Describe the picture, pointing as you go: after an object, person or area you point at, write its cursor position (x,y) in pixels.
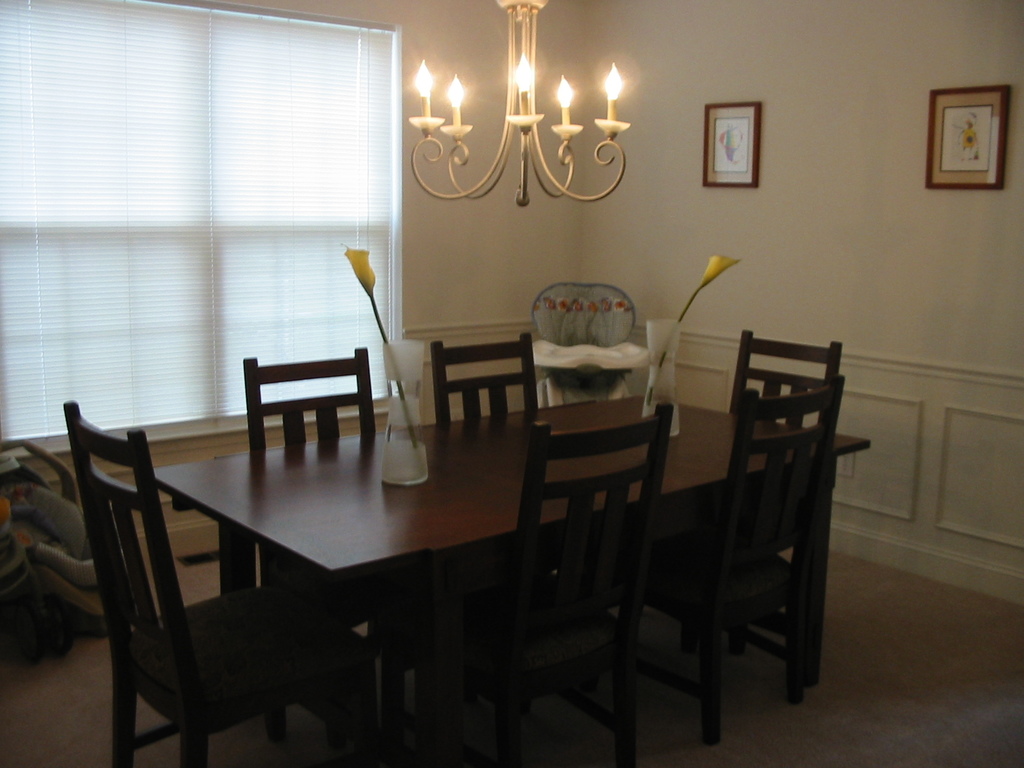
In this image we can see a dining table (272,511), baby seat (92,560), chandelier (528,5) hanging from the top, flower vases (391,462) on the table (622,404), wall hangings (943,148) attached to the wall (822,199) and blinds (215,159) to the window (201,236).
